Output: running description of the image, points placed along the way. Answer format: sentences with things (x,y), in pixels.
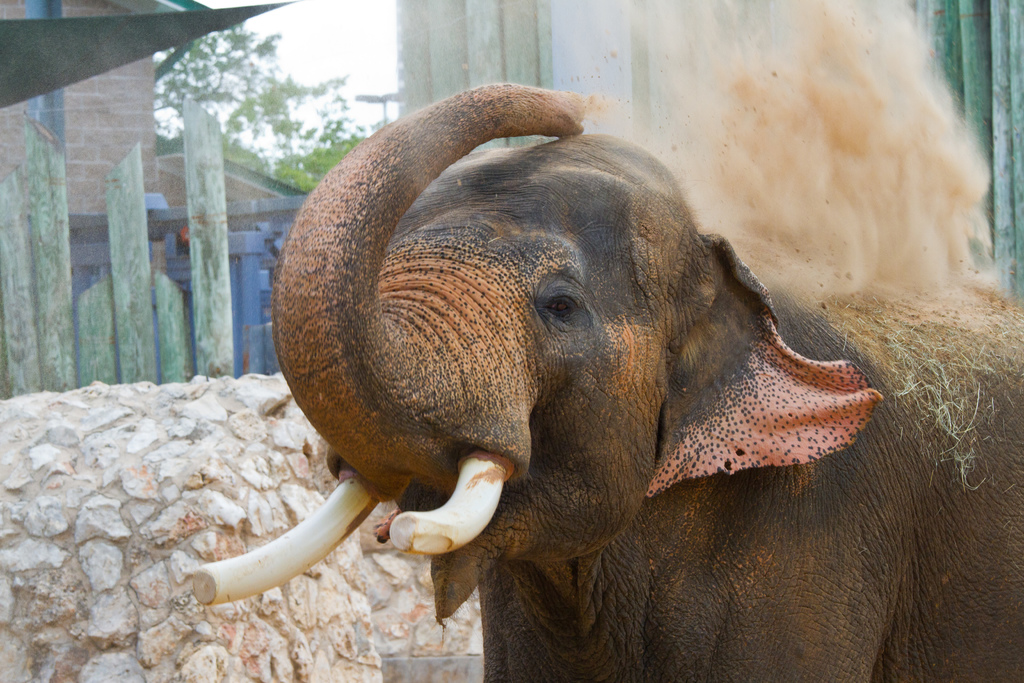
In this image we can see there is an elephant (689,493), beside the elephant (416,389) there is a wall (310,618) with bricks (331,615). In the background (102,134) there are buildings (147,190), trees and sky (301,33).
